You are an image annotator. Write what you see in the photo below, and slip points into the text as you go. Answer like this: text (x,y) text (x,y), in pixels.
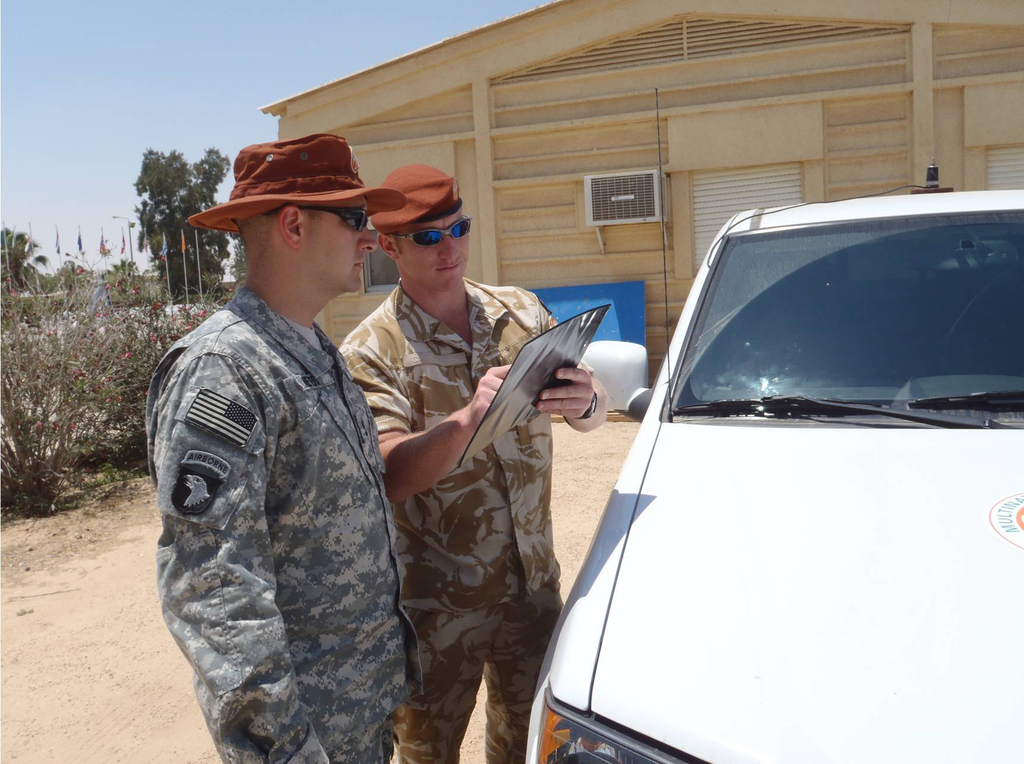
In the middle (396,485) two army men (393,503) are standing and looking into the paper (503,387), they wore caps (406,228), on the right side (857,493) there is a vehicle (897,511) in white color. In the middle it is a wooden house (710,171), on the left side (51,348) there are trees (49,356).
